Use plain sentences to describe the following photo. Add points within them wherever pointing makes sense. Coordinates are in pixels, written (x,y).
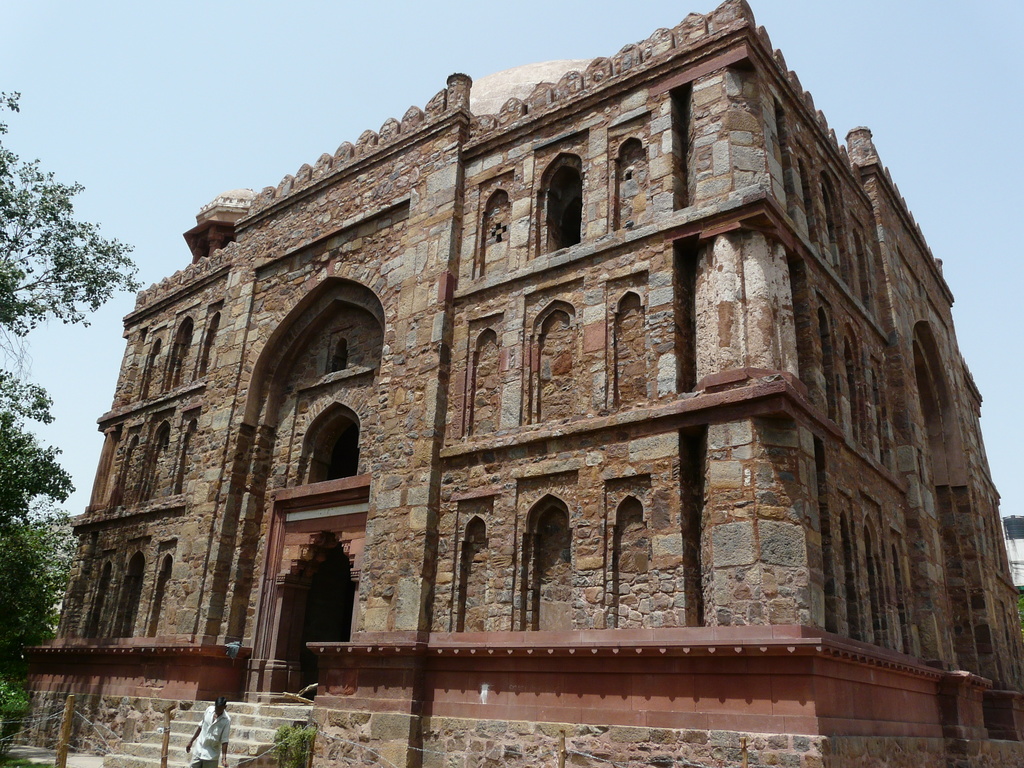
In this picture I can see a building (374,667) in front (382,560) and I see a man (211,717) who is in front of the building (267,687) and on the left of this image (66,260) I see the trees (66,240). In the background (150,187) I see the sky (782,50).
